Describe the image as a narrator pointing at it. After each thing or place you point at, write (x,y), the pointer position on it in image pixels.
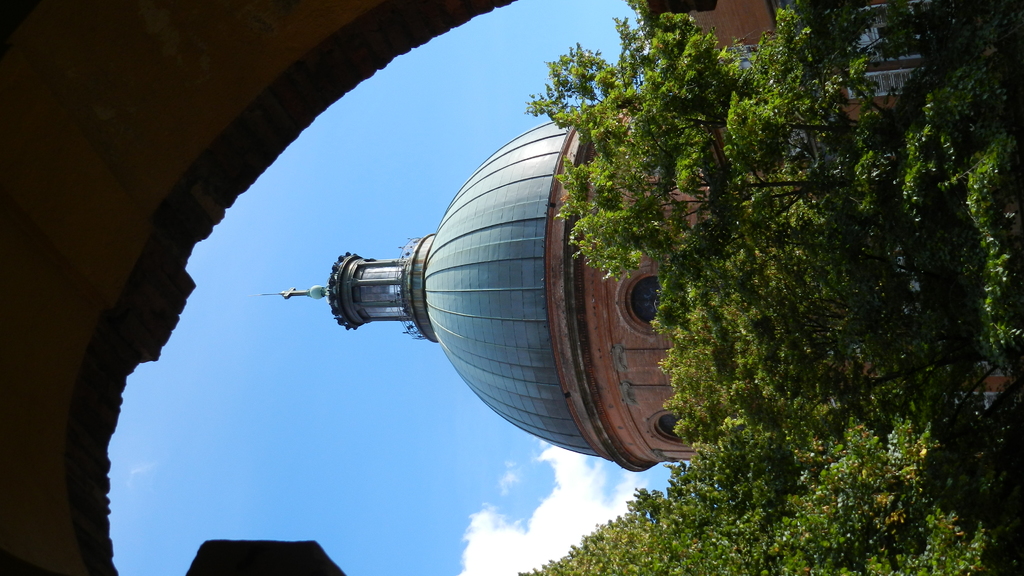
In this picture we can see trees (702,336), building (652,428) with windows (630,306), some objects (168,99) and in the background (360,414) we can see the sky (392,467).
